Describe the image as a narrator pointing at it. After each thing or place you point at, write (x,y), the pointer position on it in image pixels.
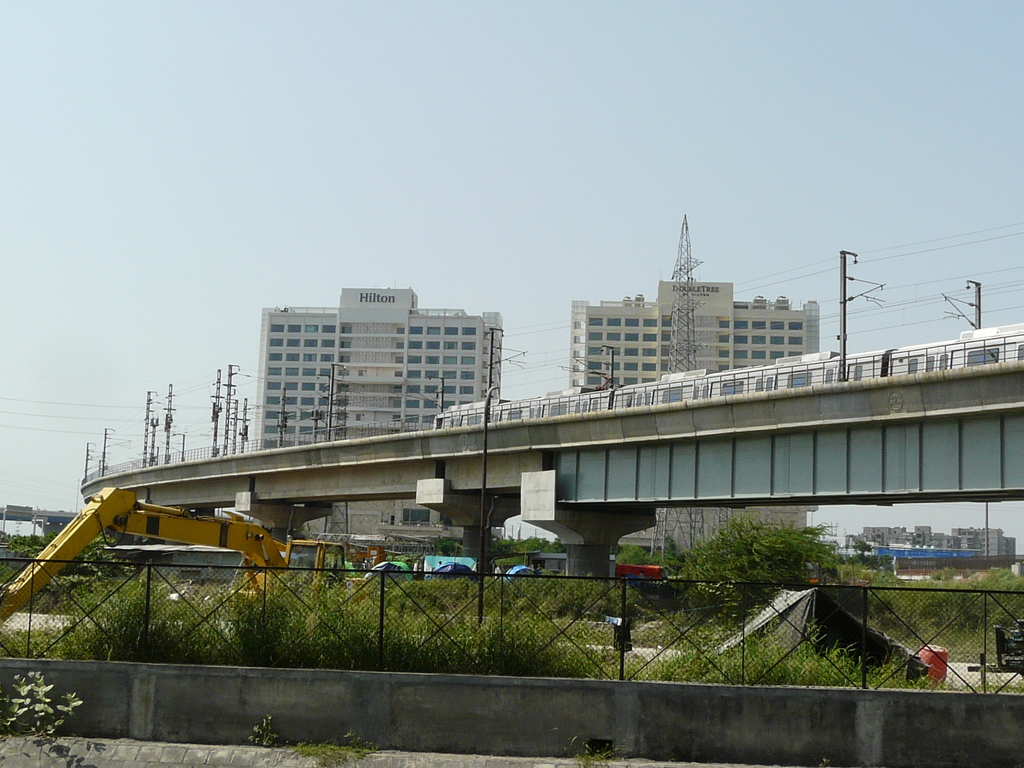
As we can see in the image there is a clear sky (611,149) and at the bottom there are buildings (313,372) and in between there is a bridge (633,438) on which a metro train (768,376) is passing and in between there are electric poles (976,292) which are connected to electric wires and below it there is a ploughing vehicle (292,553) and beside it there are plants (660,618) and trees (724,615) and between them there is a black tent (790,626) and beside it there is a fencing (976,651).
